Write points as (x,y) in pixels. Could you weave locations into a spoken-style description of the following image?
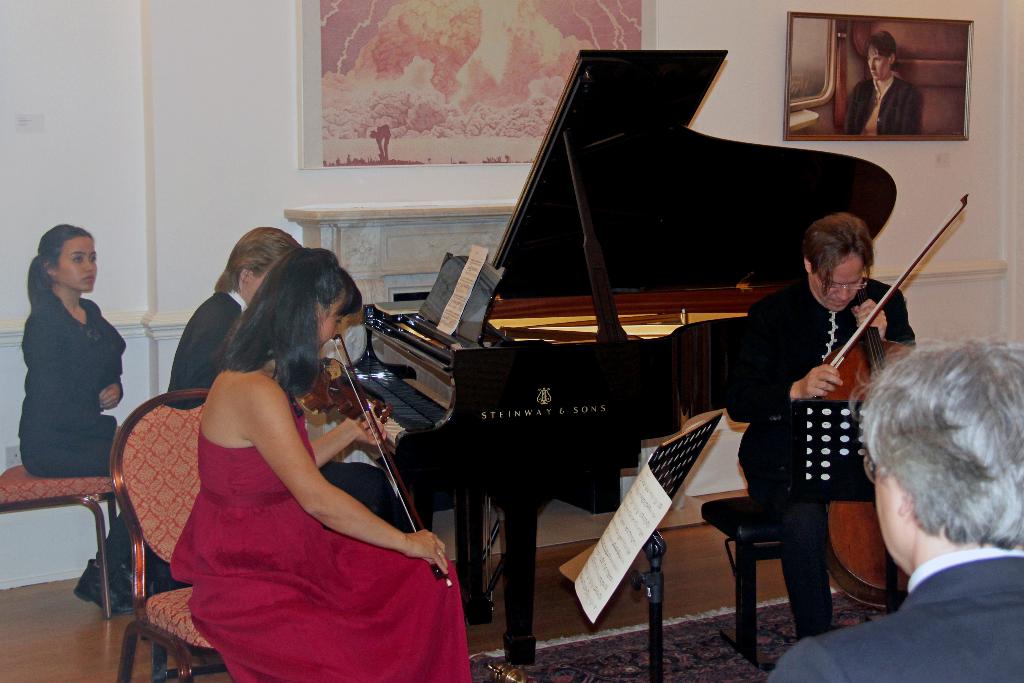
In this image, there are some persons (198,313) wearing clothes (1008,602). The person (809,332) who is on the right side of the image (831,299) playing a musical instrument (869,321). The person (206,466) who is on the left side of the image (258,411) playing a violin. There is a piano (484,418) in the center of this image (600,440). There are two photo frames (342,54) at the top of the image (357,52).
